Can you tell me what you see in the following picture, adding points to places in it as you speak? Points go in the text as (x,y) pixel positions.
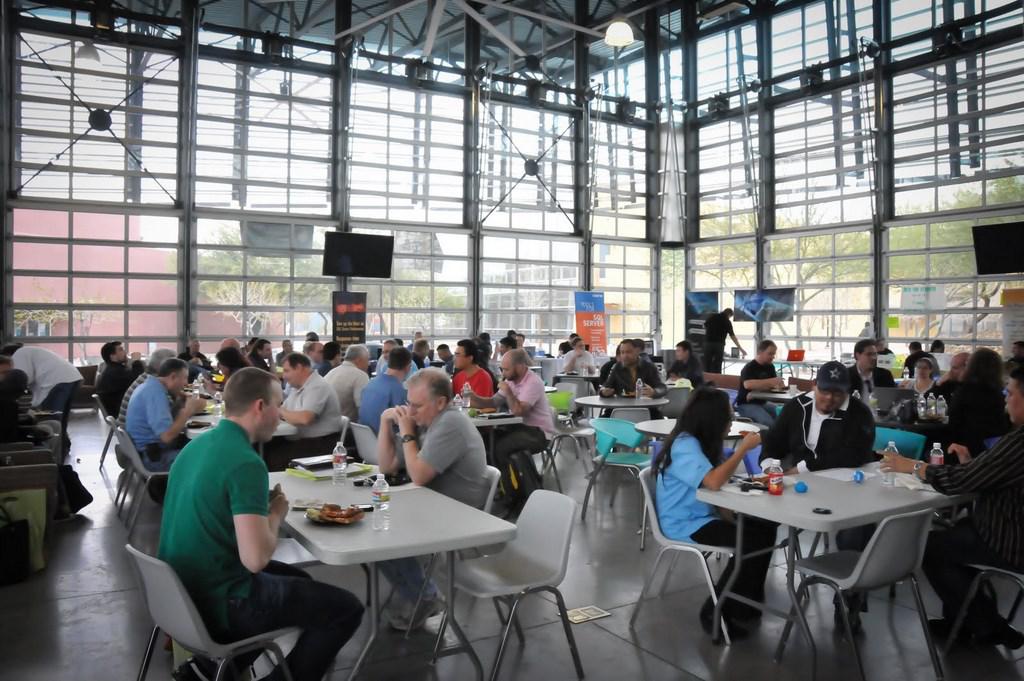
In this we can see a group of persons (716,408) are sitting on the chair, and in front (402,508) here is the table (367,501), and bottle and plate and some objects (308,478) on it, and here is the glass door (390,325), and here is the light (621,28).
